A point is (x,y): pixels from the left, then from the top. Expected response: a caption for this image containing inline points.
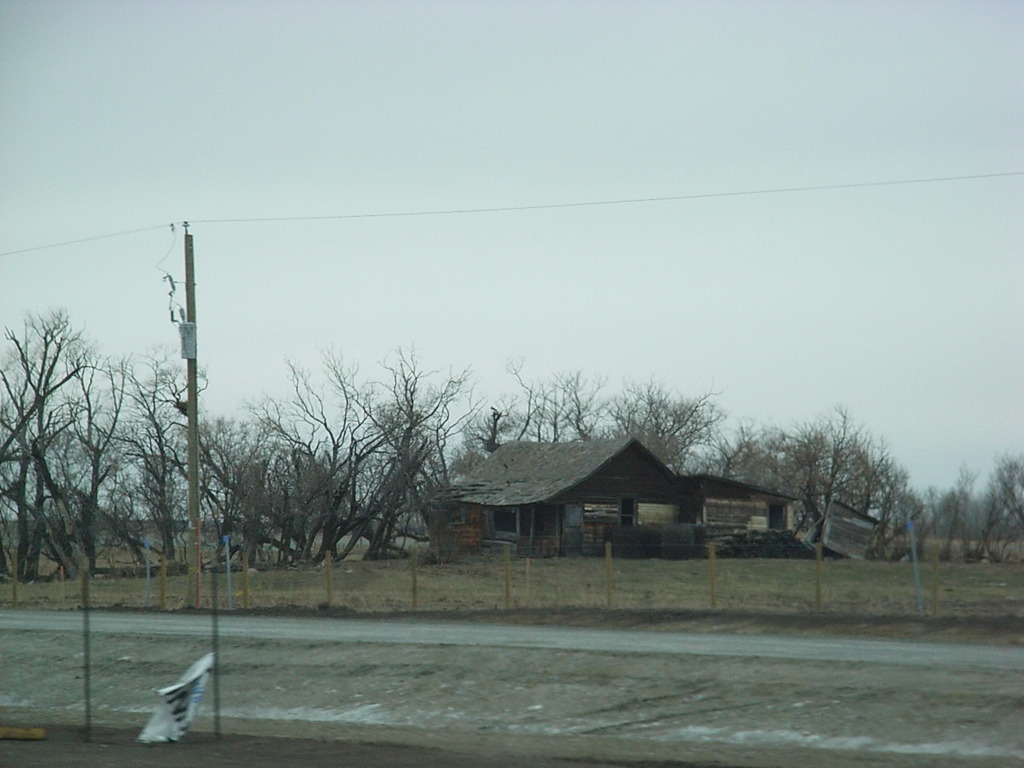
Here we can see poles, trees (402,508), and huts (685,483). This is road (657,650) and there is a banner (173,699). In the background (492,303) there is sky (865,358).
